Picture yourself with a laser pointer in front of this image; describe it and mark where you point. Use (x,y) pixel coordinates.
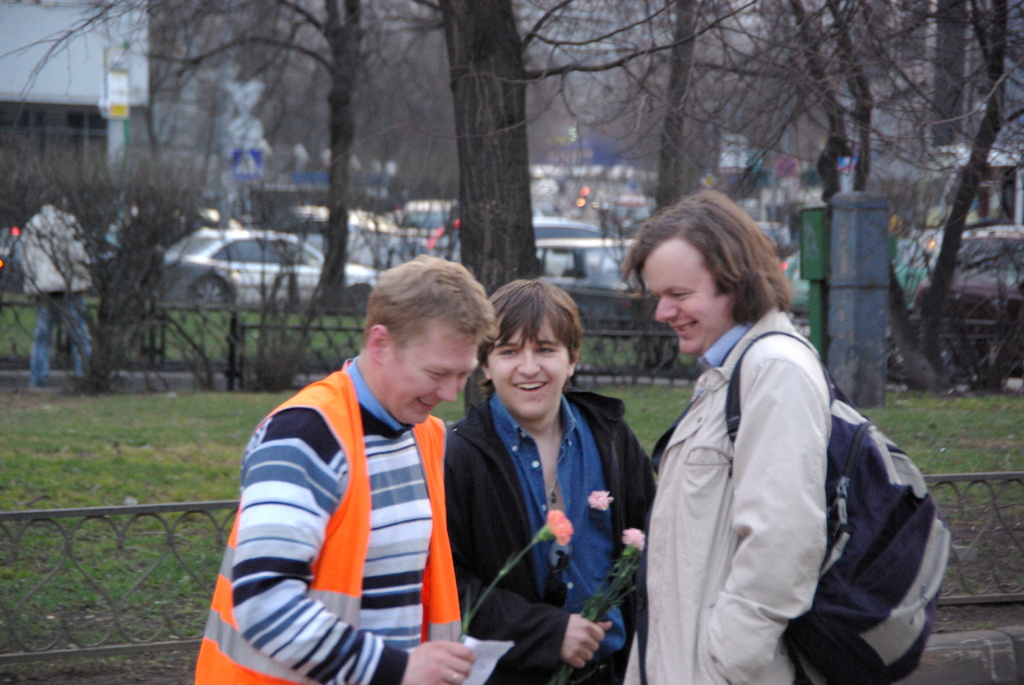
In this picture I can see there are three people (519,353) standing and in the backdrop (70,11) I can see there are trees (497,219), cars (577,245) and buildings (84,79).
